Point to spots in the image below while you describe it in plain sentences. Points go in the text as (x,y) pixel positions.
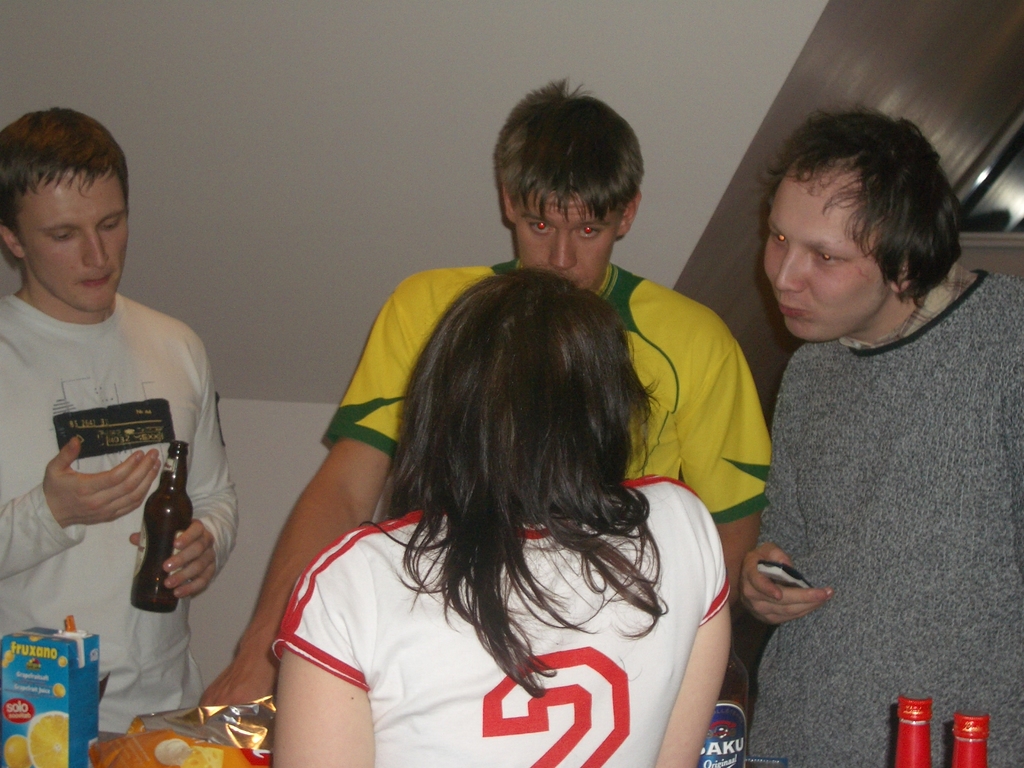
In this image, few peoples (470,340) are standing. At the bottom (961,763), we can see some bottles (733,744), there is a sticker (714,741) on it, packets (154,729), some box (53,702). On left side (162,561), man (121,626) is holding bottle (173,523) on his hand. Right person (827,536) is holding a mobile (776,577) in his hand (776,547). Back Side we can see a white color wall (319,142).
